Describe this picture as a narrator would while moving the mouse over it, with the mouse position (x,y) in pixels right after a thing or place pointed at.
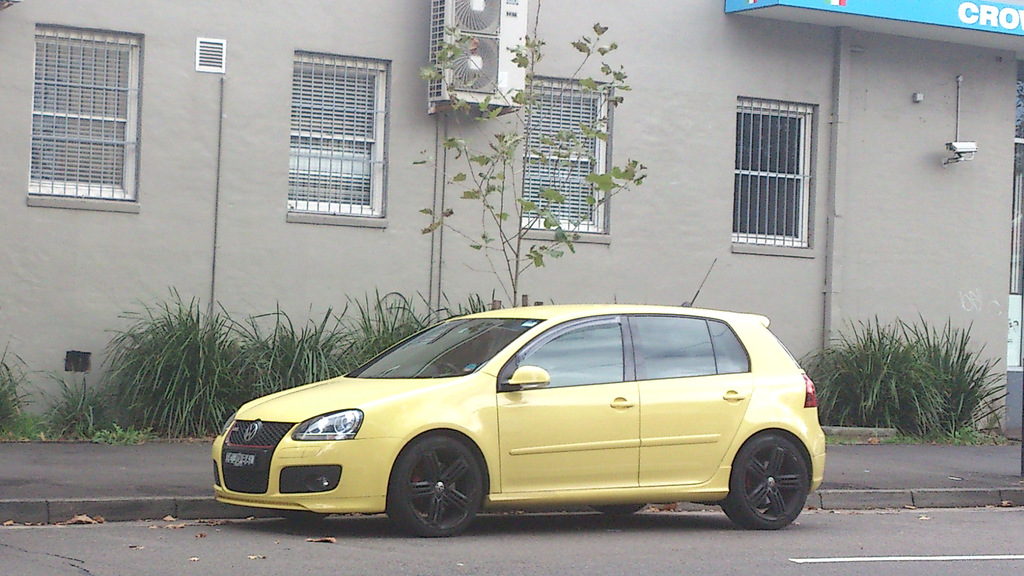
In the center of the image (564,327) we can see a car (600,485) on the road (583,523). In the background (223,397) there is grass (223,397) and we can see a tree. There is a building (844,204).
